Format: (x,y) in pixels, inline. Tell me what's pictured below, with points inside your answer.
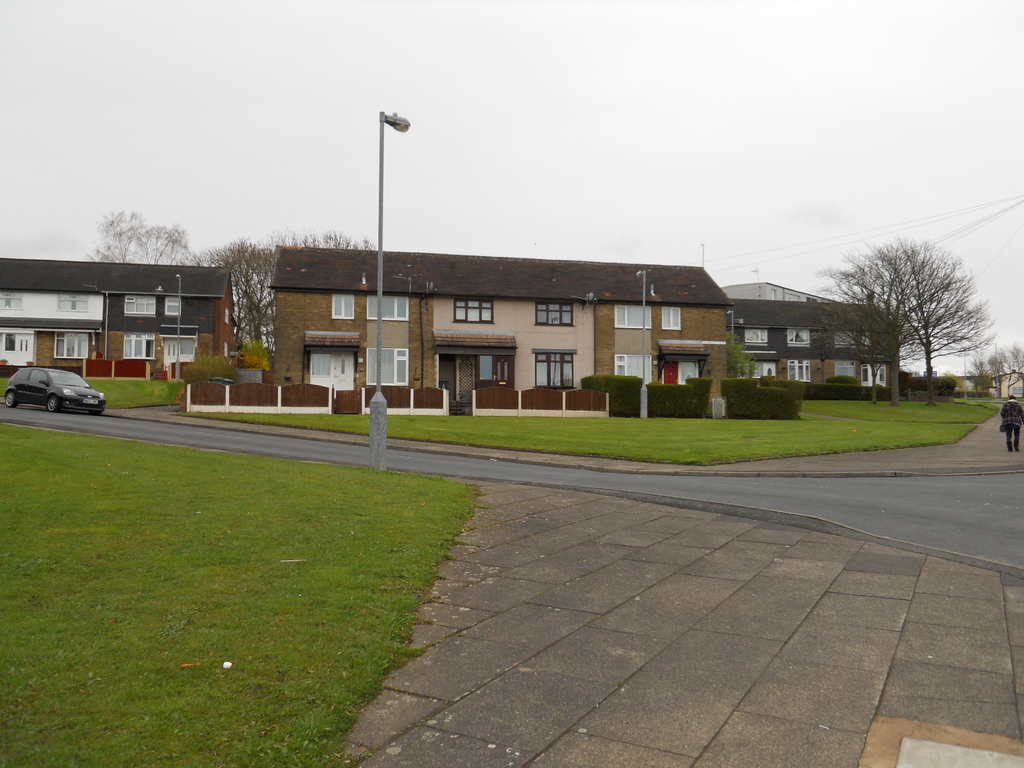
In this image there is a road (881,499) in middle of this image (433,462) and there are some buildings (416,355) in the background (416,355). There is a car (68,404) at left side of this image (50,387) and there are some trees (250,264) at left side of this image (246,294) and right side of this image (836,351) as well. There is a sky (498,155) at top of this image (418,105) and there is a pole (377,452) in middle of this image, and there is some grass (340,469) at bottom left side of this image (269,628) and middle of this image (672,443) as well. There is one person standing at right side of this image (1010,420).
